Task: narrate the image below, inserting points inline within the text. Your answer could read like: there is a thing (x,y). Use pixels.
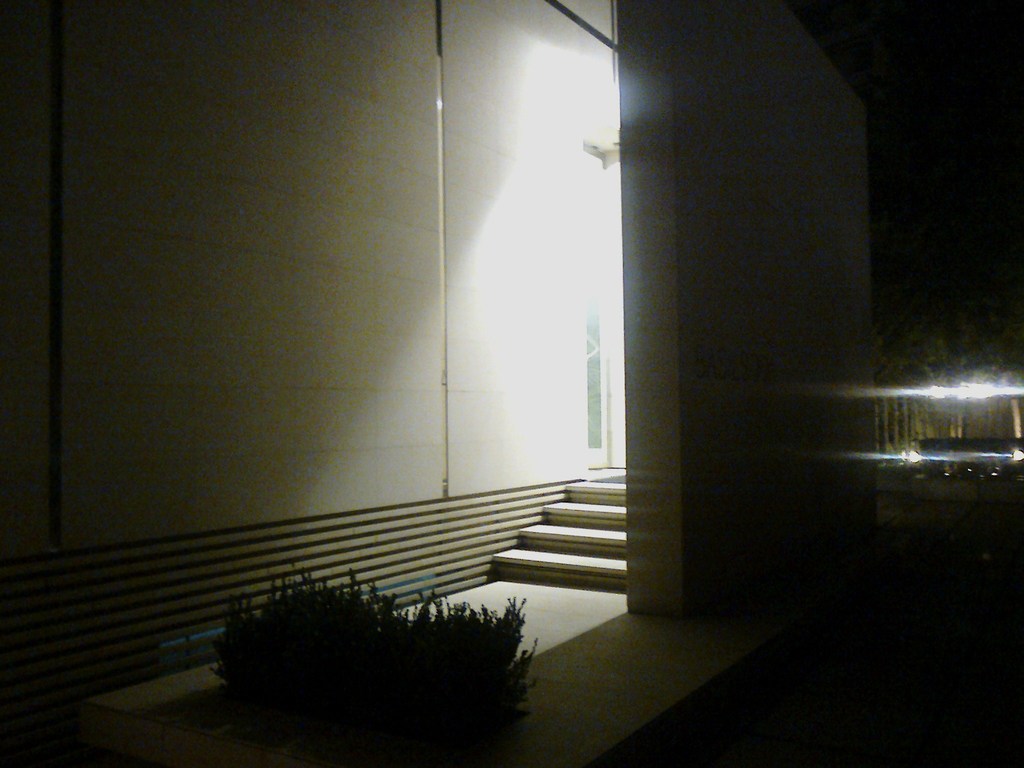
In this picture we can see the floor (569,677), plants (427,656), steps (587,488), walls (625,302), lights (1001,394), some objects (944,450) and in the background (933,139) it is dark.
